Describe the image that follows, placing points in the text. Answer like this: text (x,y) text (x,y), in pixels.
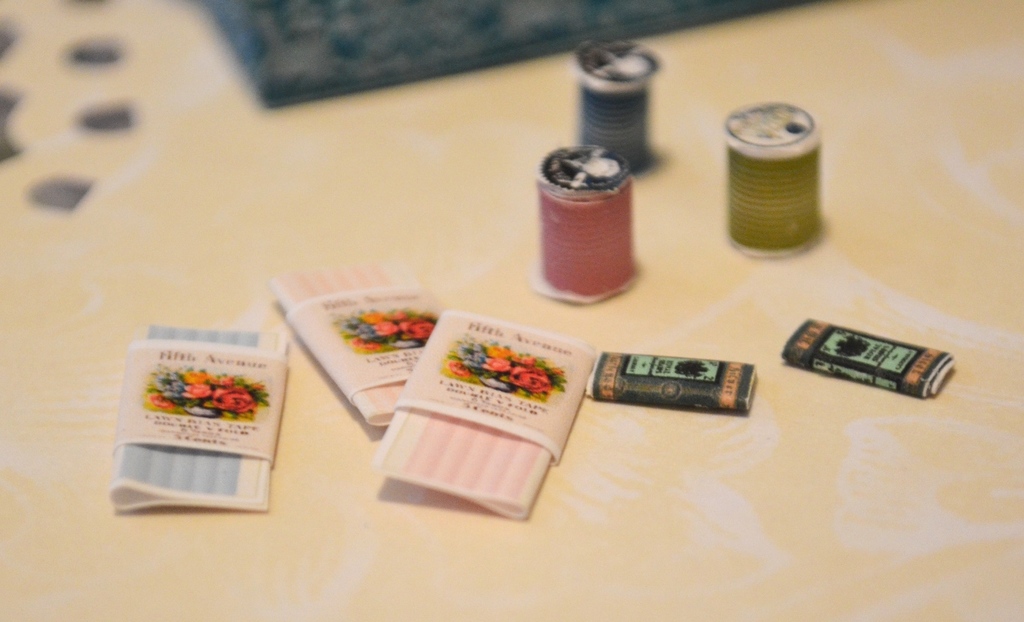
In this image I can see few objects (616,381) on the cream color surface (763,405) and the objects (569,410) are in red, green, black and pink color.
